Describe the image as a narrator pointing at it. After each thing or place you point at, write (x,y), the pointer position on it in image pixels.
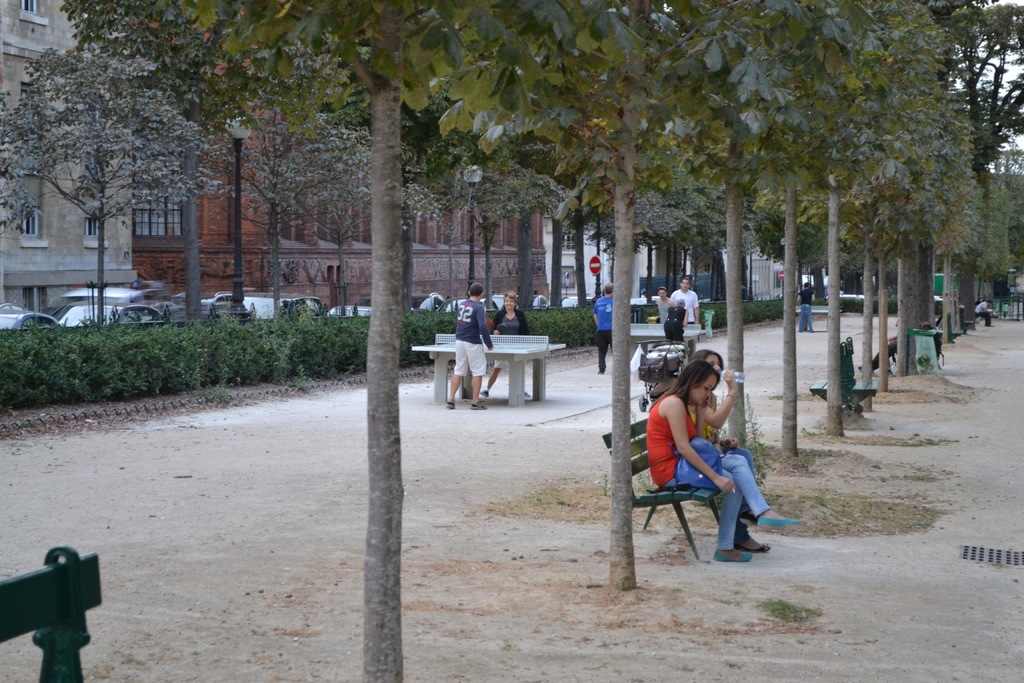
This is the picture of a place where we have some people (713,404) sitting on the chairs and some cars (423,303) and buildings (109,235) around them.
